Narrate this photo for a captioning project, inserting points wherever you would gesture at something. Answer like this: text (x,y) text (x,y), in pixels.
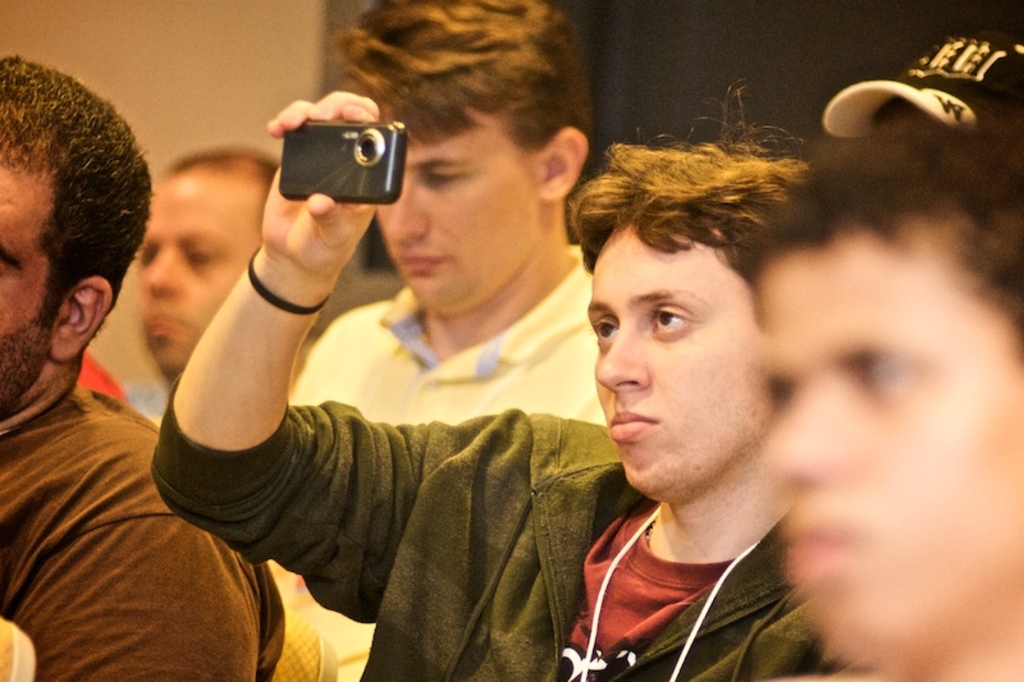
In this image I can see five men (428,532). A man (640,540) who in the middle of the image (666,282) is wearing a jacket (415,494) and holding a mobile (353,156) in his right hand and looking into that. In the background (276,50) there is a wall (226,34).
